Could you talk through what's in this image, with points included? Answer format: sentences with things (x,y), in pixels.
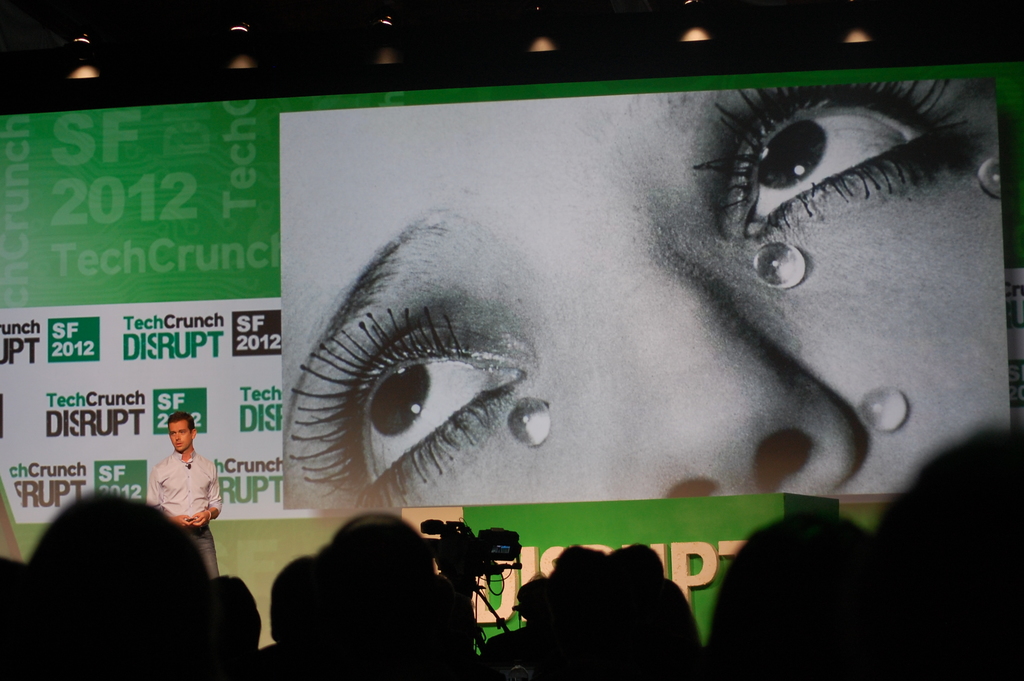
This is the man (207,513) standing. This looks like a hoarding (141,333). I think this is the screen (729,309) with a display (886,310). I can see the water drops (771,256) on the face (612,398). This is the video recorder (470,556) on the tripod stand (467,592). There are group of people (589,606). These are the focus lights (847,36).
